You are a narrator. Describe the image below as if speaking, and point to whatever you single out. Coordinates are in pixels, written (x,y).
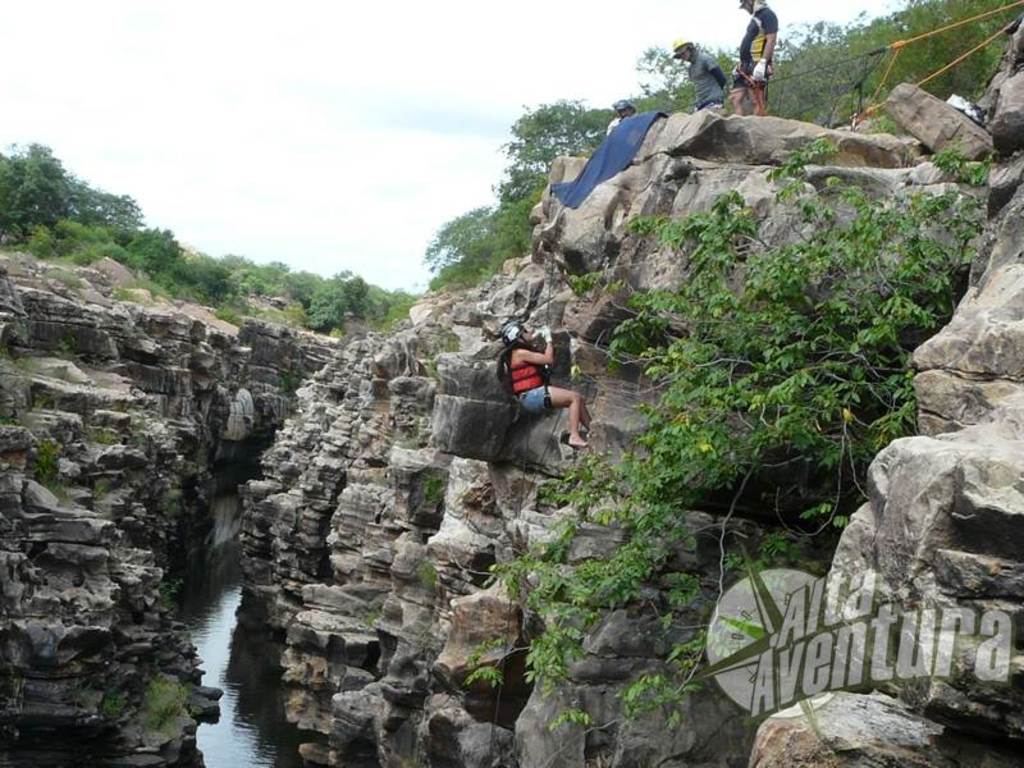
In this picture there is a woman (534,377) who is wearing helmet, gloves (540,332), jacket (517,368), short (528,398) and he is holding a rope (547,259). At the top of the hill (661,192) there are three persons (718,97) were standing and holding the ropes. At the bottom (242,672) I can see the water (241,725). In the background (467,215) I can see many trees (461,232), plants (216,279) and grass (225,314). At the top (370,99) I can see the sky (324,123) and clouds (311,127).
